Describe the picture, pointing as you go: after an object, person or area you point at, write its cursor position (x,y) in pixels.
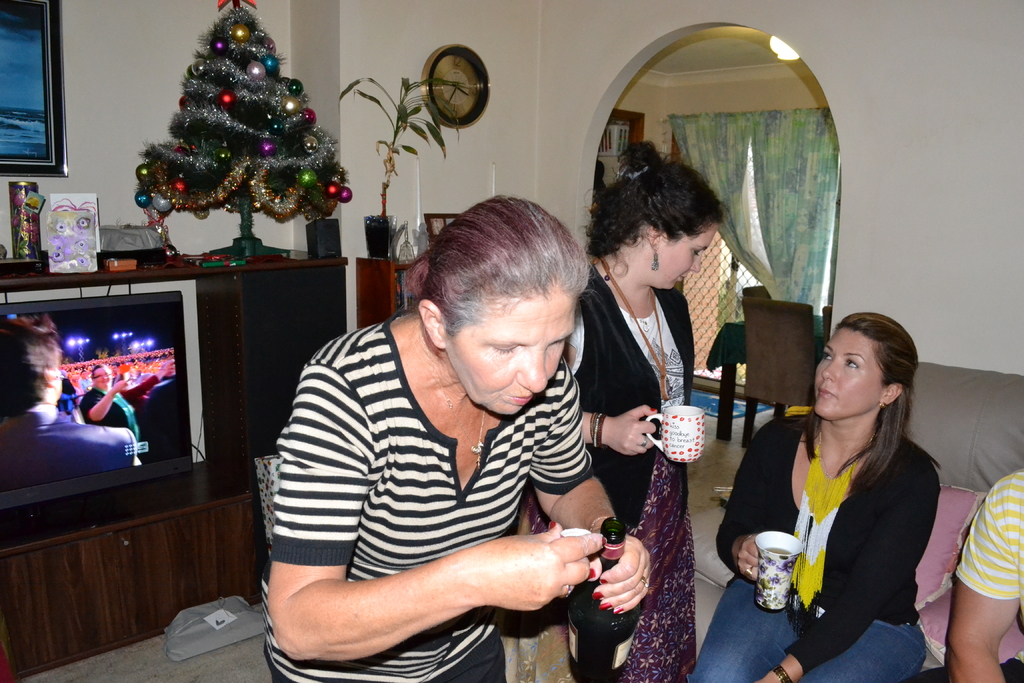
In this image there are four person (744,474). The woman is holding the bottle (603,635) another woman (689,539) is holding a cup (763,594). There is a clock (466,70) on a wall (505,50) and a Christmas tree (284,89). There is a television (55,391) and the backside there are curtain (790,193), chair (771,382) and a table (734,342) in the room (713,334).
